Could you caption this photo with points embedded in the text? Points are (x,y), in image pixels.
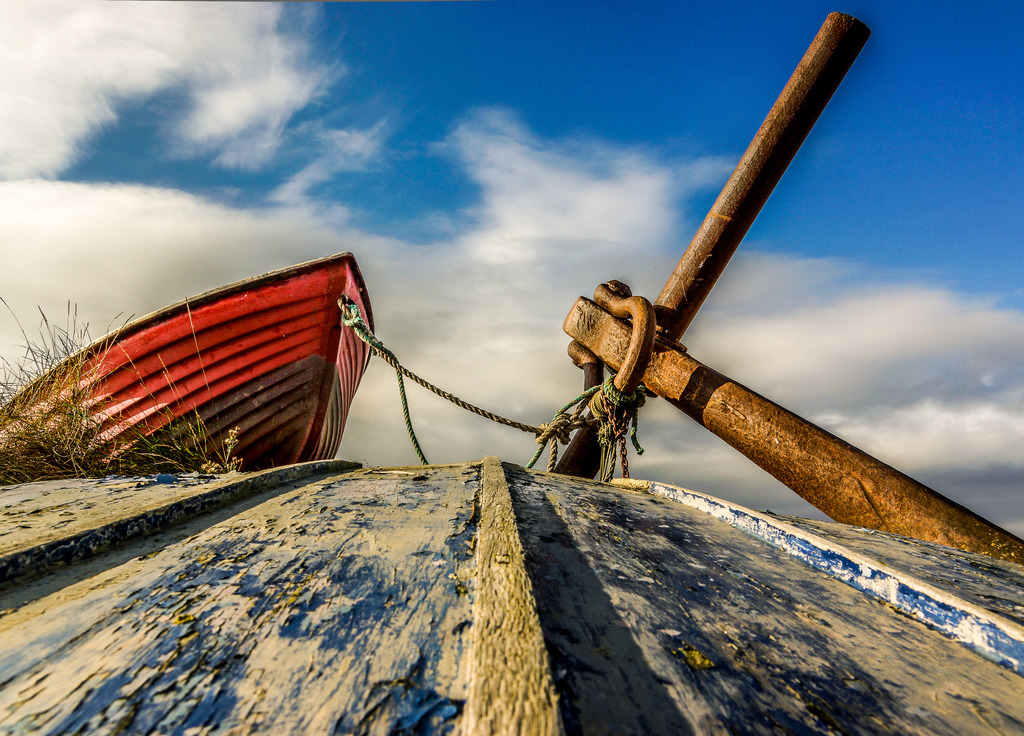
In this image there is wooden surface (478,491), in the background (254,461) there are plants (52,434) and a boat (330,378) tied to an iron rod (637,344) and there is the sky (471,262).
